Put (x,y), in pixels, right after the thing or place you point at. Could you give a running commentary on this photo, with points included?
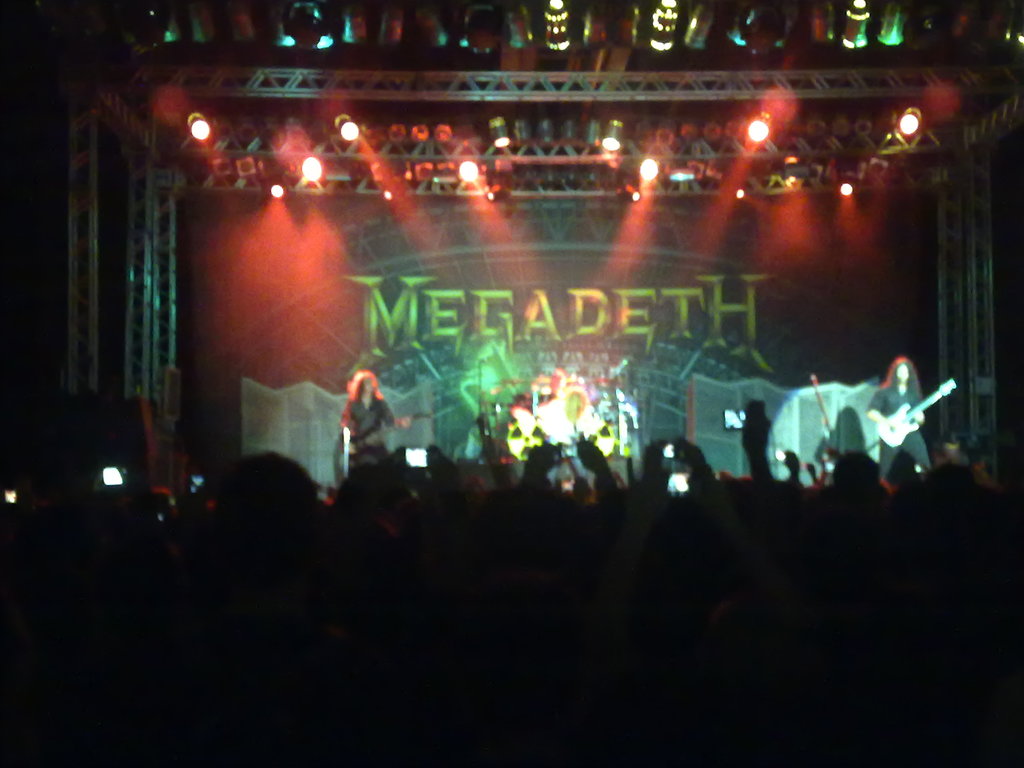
Few people (361,454) are performing on the stage (710,400), these are the focused lights (609,148) at the top of an image (312,156).
